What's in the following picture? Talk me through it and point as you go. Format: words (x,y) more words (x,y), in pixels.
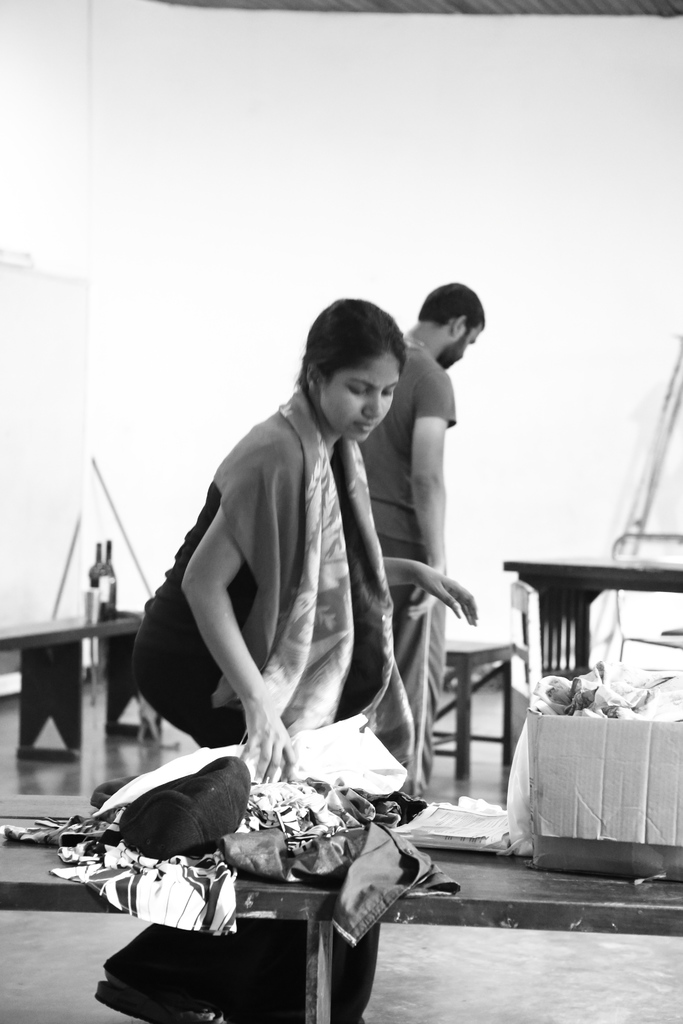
In this picture there is a girl (318,606) and a man (435,471) standing. There is a table (607,903) on which some clothes (319,820) were placed in front of a box (590,783). In the background (393,222) there is a wall (316,229).
